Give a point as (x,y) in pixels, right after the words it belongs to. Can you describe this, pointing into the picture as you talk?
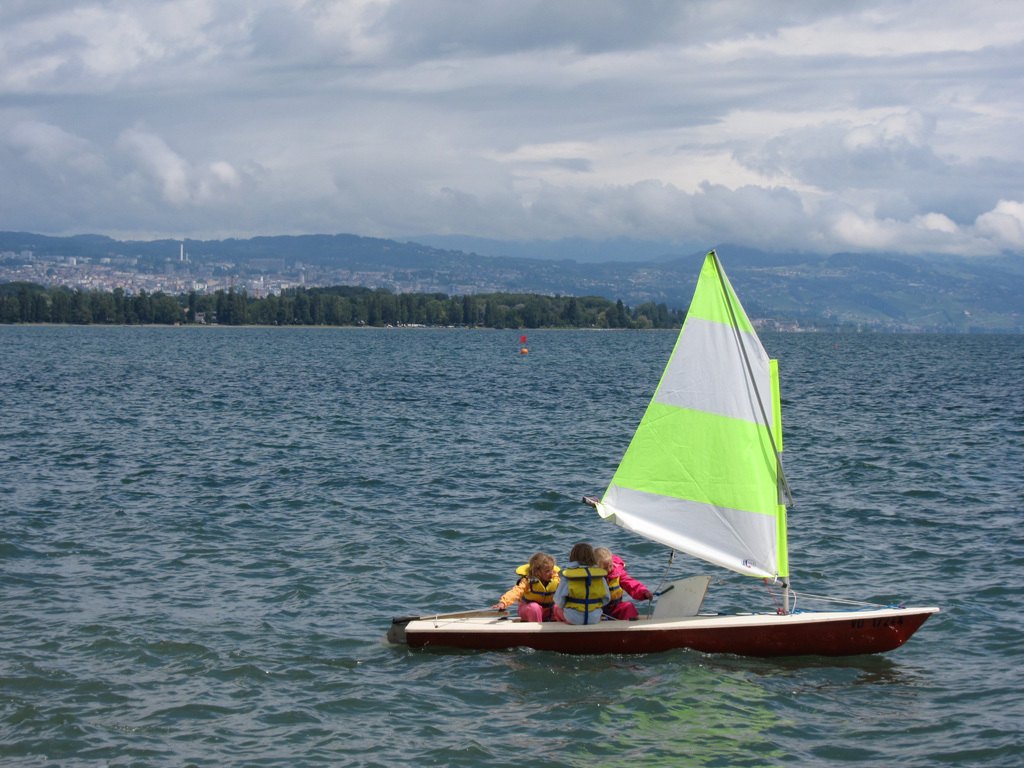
In this image there is a river (126,485) and we can see a boat (450,637) on the river (497,583). There are people (555,613) sitting in the boat (679,618). In the background (56,282) there are trees (40,296), buildings (269,286), hills (546,276) and sky (523,87).
